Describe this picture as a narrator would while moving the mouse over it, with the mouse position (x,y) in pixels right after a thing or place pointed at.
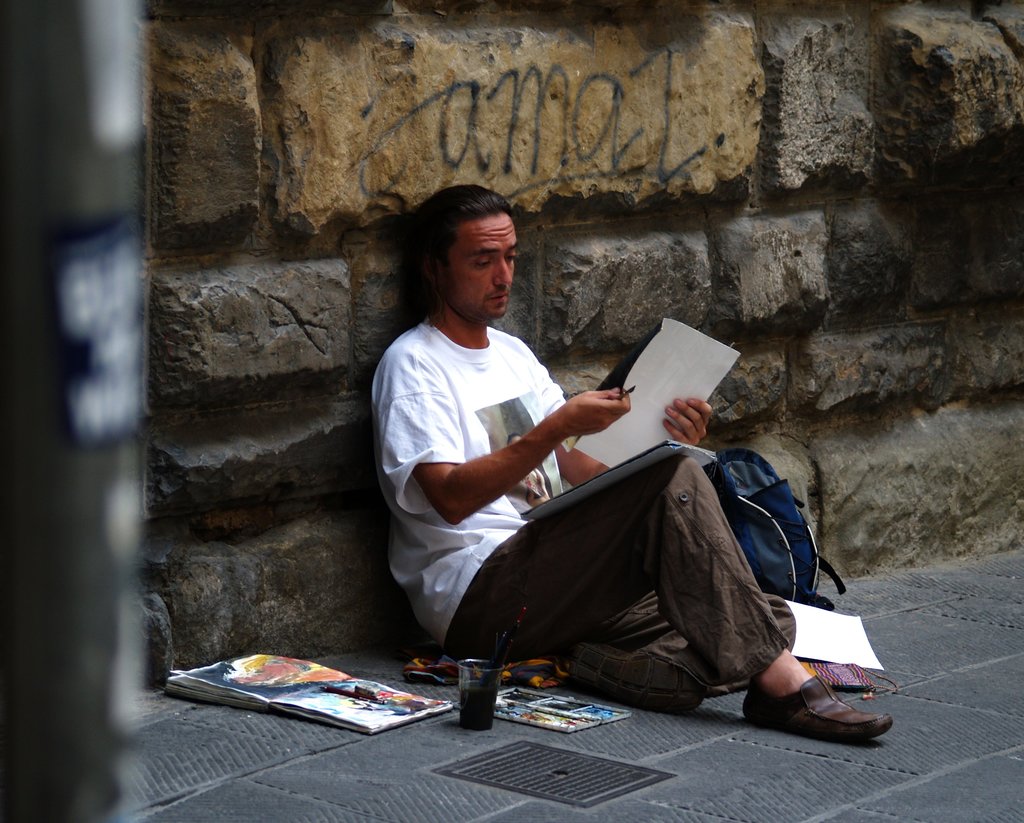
In this image I can see a person (674,418) holding a paper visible in front of the wall (262,528), and I can see a glass (473,672), book (409,692), backpack (788,529) and papers (826,630) kept on floor (852,765) beside the person (448,544).
